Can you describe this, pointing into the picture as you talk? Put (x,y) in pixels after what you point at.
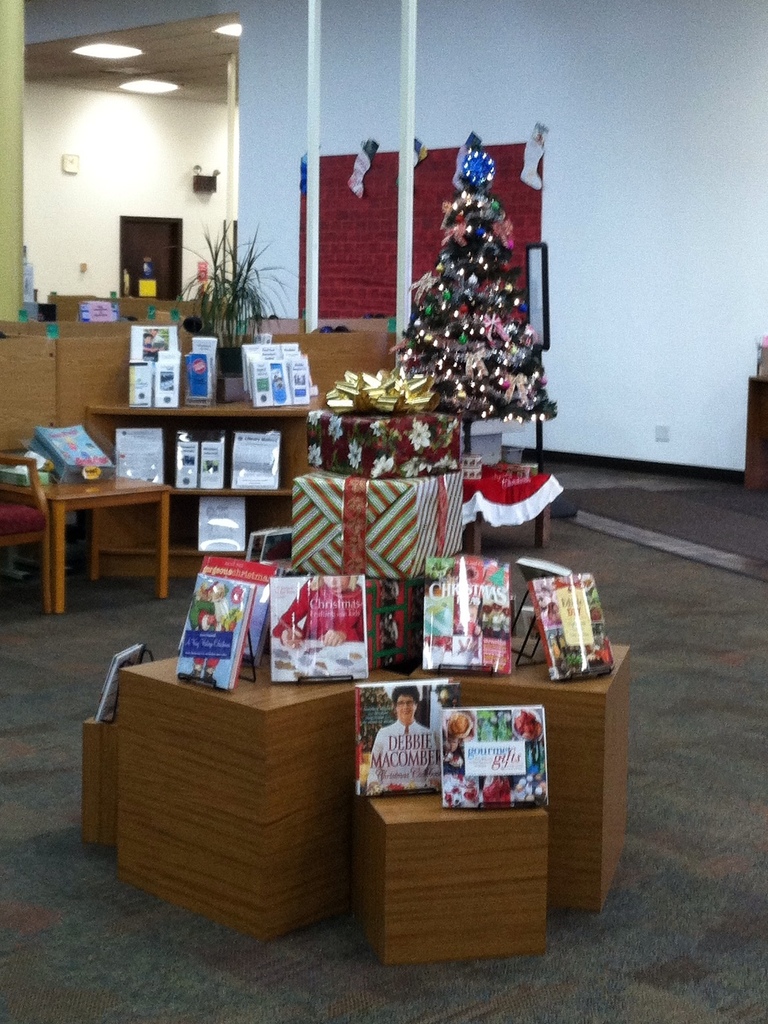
This picture shows a christmas tree (550,410) and few packed gifts (358,505) and a plant (234,364) on the table (284,428).
